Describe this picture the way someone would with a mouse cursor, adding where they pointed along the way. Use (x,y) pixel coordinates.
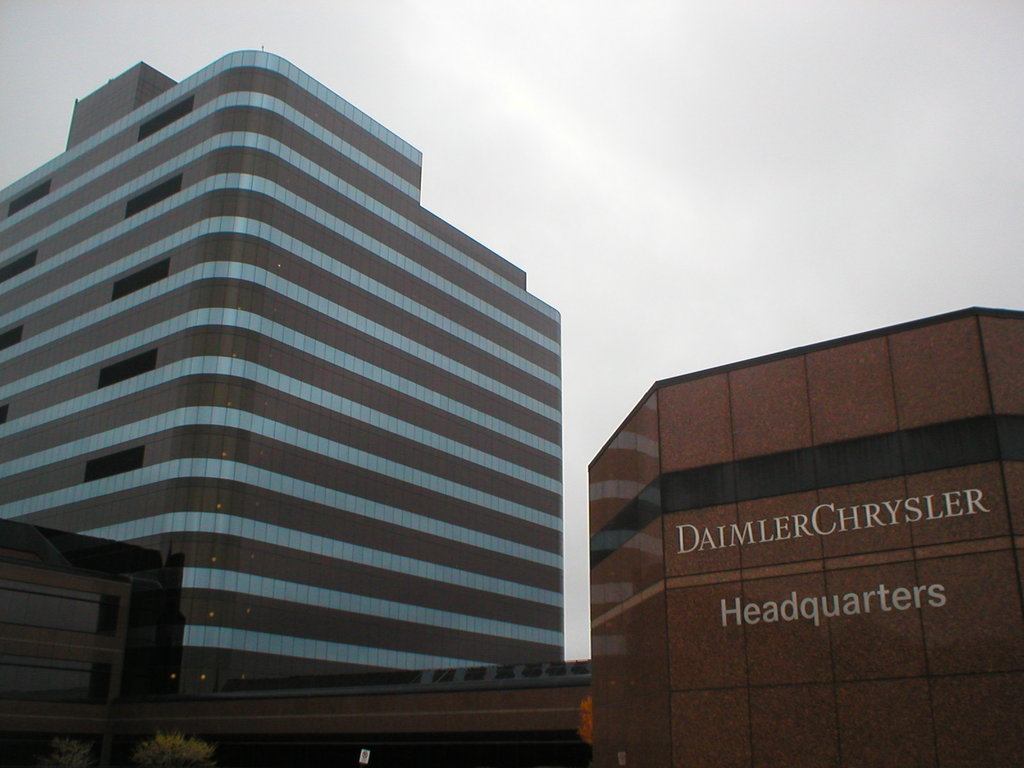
This picture is clicked outside. In the foreground (604,483) we can see the buildings (222,498) and the green leaves (172,749). On the right (807,519) we can see the text (894,510) on the wall (848,551) of the building (783,417). In the background (766,131) we can see the sky (603,112) and we can see some other items (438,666).
